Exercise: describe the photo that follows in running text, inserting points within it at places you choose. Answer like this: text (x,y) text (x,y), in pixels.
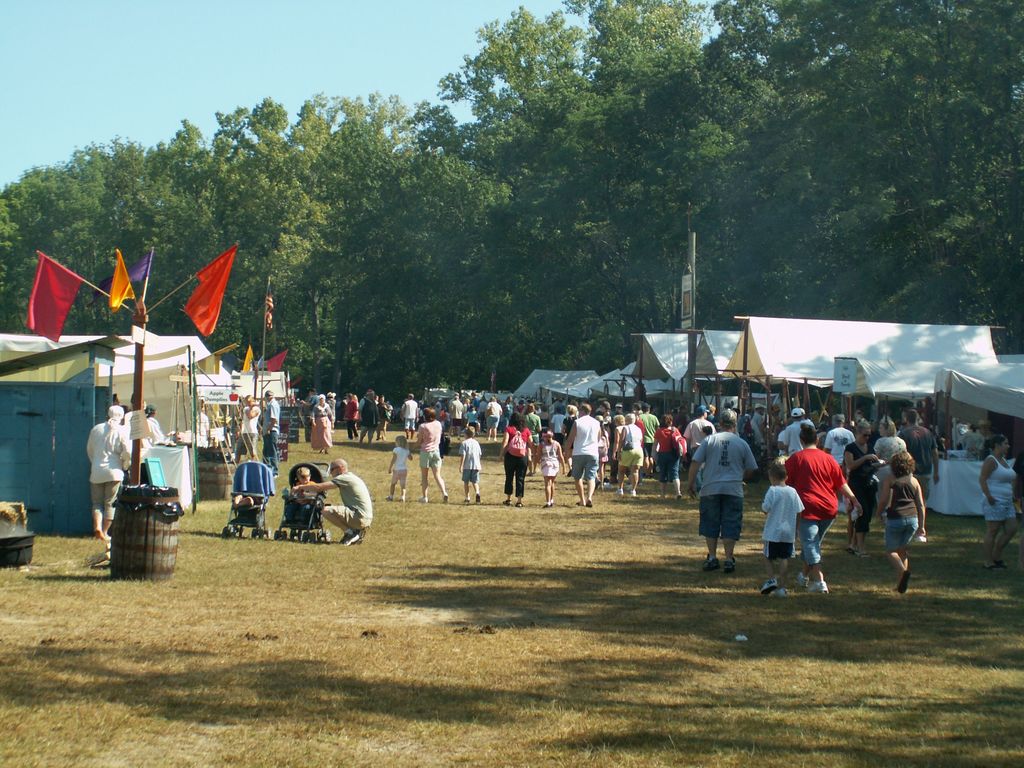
In this image we can see these people (882,482) are walking on the ground (498,557), here we can see barrels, baby chairs (254,521), tents (994,409), boards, flags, trees (277,243) and the sky (96,80) in the background (213,35).
